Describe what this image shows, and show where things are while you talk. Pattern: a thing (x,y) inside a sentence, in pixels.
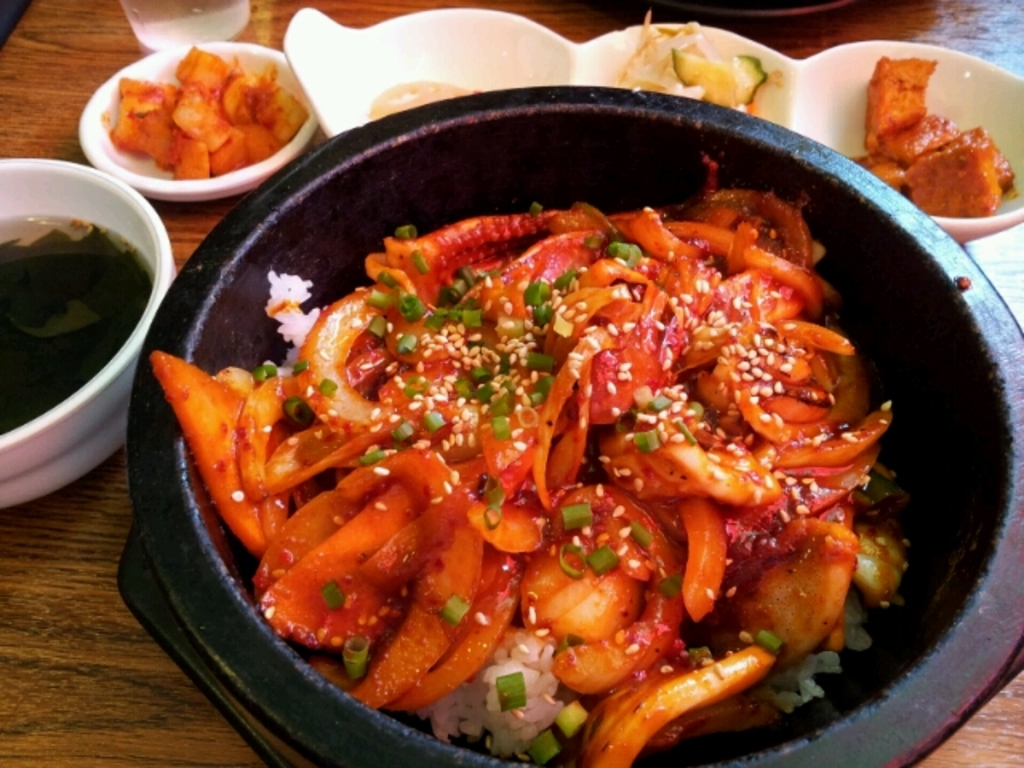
In this image there is a wooden table (65,91). On the table (48,60) there are bowls (81,191) and a glass (223,12). There is food (223,129) in the bowls (681,349). There are soups (49,279), rice (511,665), spring onions (458,394) and onion (880,588) in the food (594,509).
